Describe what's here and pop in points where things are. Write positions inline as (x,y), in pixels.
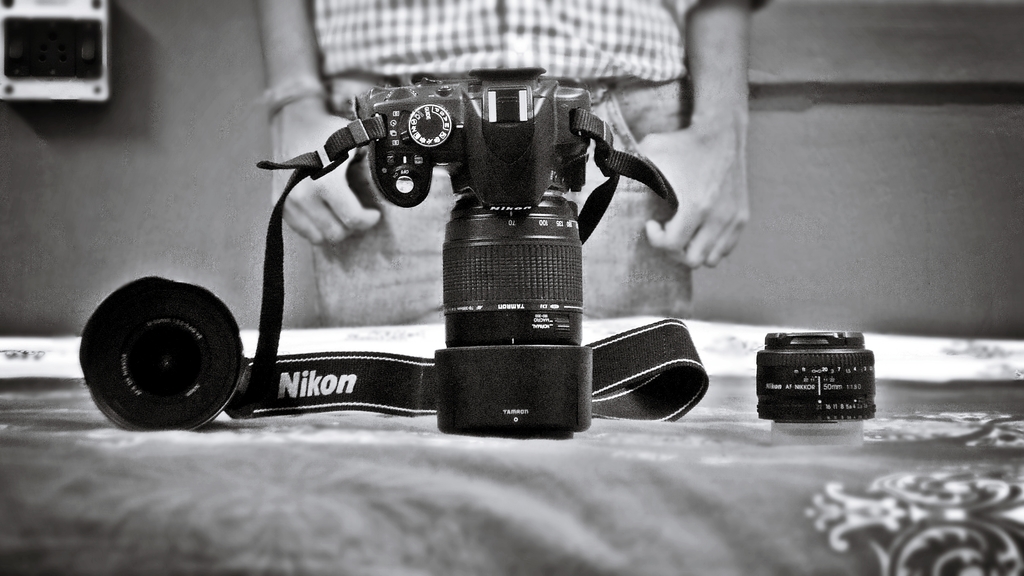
There is a camera (473,186) in the foreground area of the image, it seems like its lid (813,387) beside the camera (619,377). There is a person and an object (76,64) in the background area (59,60).
